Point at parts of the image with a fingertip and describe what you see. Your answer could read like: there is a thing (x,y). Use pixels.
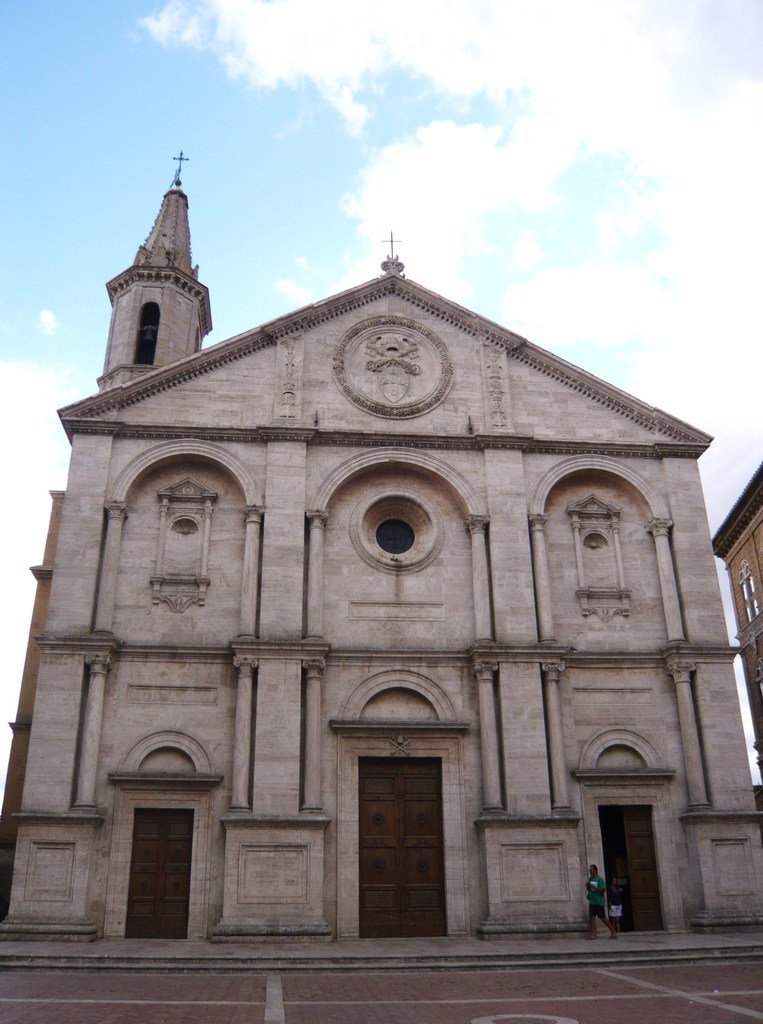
In this image we can see a building (553,771), persons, door (173,852) and some other objects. On the right side of the image (756,609) it looks like a building (746,610). At the top of the image (498,207) there is the sky (408,97).
